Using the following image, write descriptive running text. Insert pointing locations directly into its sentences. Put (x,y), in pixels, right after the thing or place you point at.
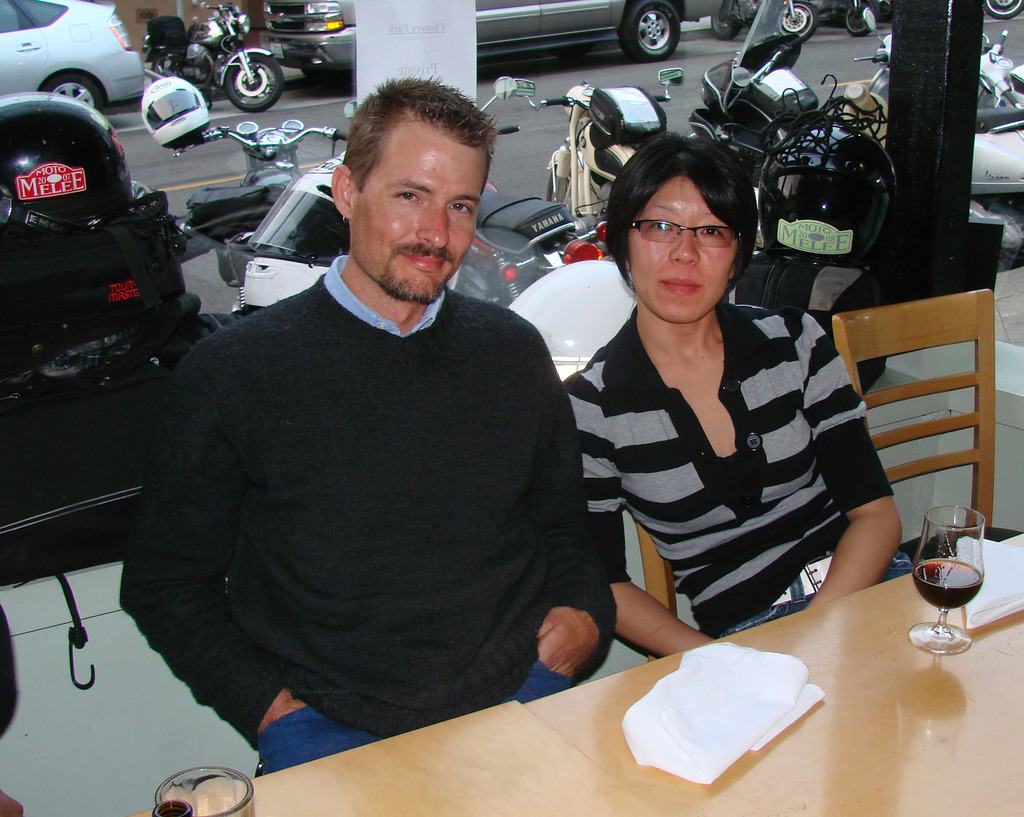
Man (326,482) in black sweater (379,545) and woman (737,388) in black and grey t-shirt (603,414) are sitting on chair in front of table (355,769) on which glass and tissue papers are placed. Behind them, we see many bikes (576,141) parked on road (549,94) and we even see cars (21,65) are also parked on road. We see black pillar (951,250) behind these people (414,84).
